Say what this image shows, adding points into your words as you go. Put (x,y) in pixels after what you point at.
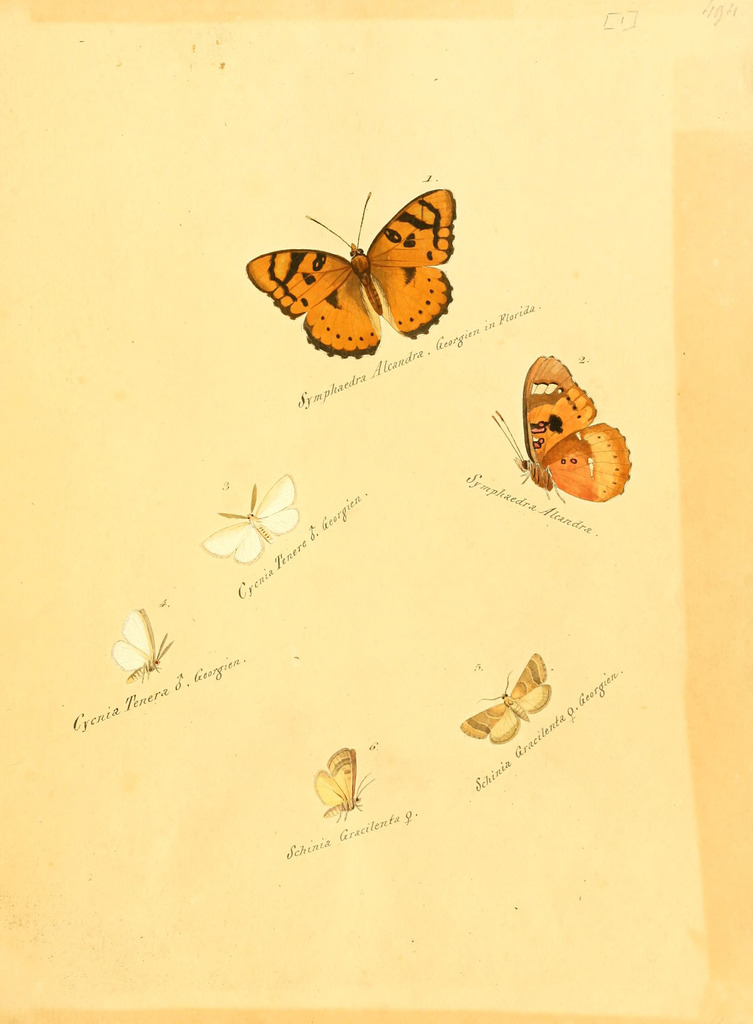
In this image I can see few images of butterflies (345,321) on a paper (737,785). Under the butterflies (362,314) there is some text (489,490).
